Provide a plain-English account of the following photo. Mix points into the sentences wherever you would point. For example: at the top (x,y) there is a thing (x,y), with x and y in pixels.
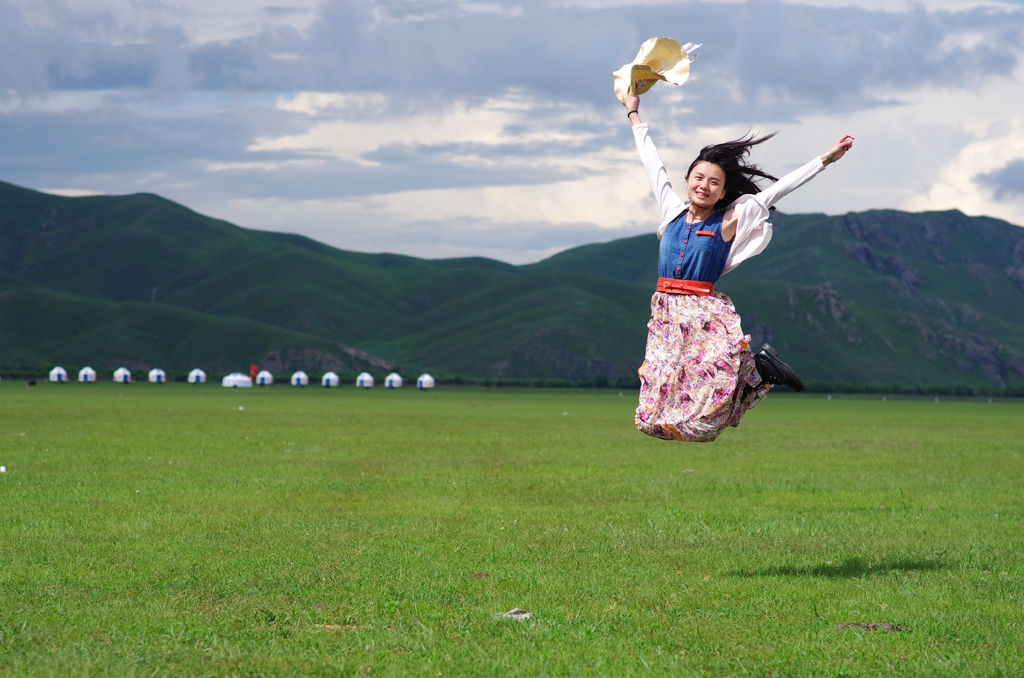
In this picture I can see a woman (713,318) jumping and holding a cap (617,92) in her hand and I can see hills (857,298) and a blue cloudy sky (523,98) and looks like few tents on the back (223,387) and I can see grass (550,517) on the ground (509,503).
